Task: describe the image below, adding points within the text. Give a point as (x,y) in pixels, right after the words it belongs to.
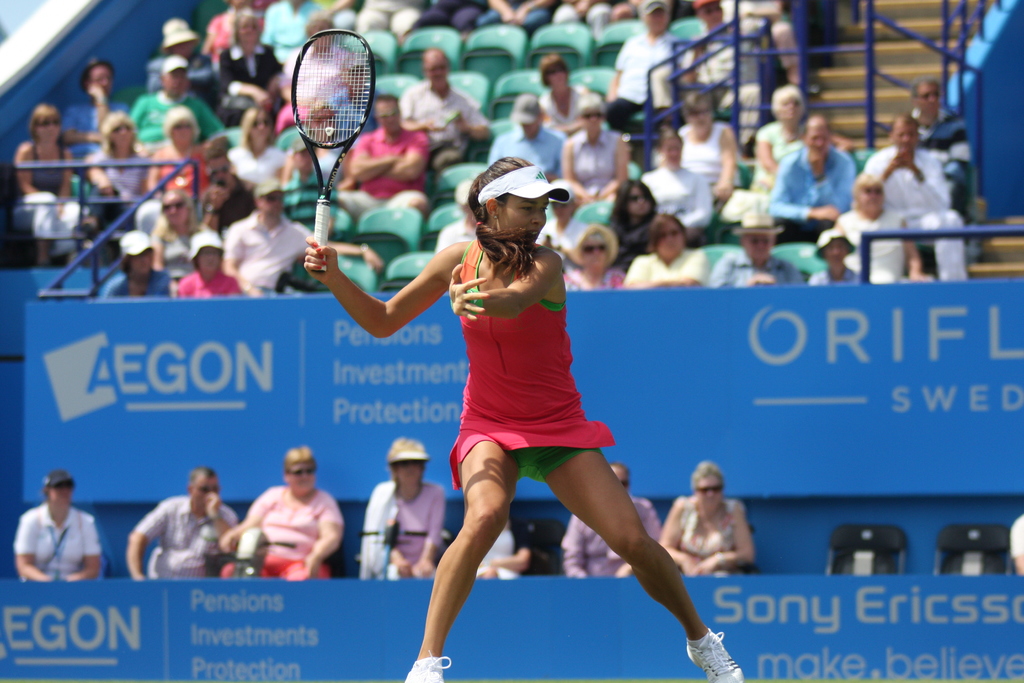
There is a woman (483,409) playing a tennis game, holding a bat (321,144) in her hand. She is wearing a cap (518,190). In the background (704,514), there are some people (201,524) sitting and watching the game here.
